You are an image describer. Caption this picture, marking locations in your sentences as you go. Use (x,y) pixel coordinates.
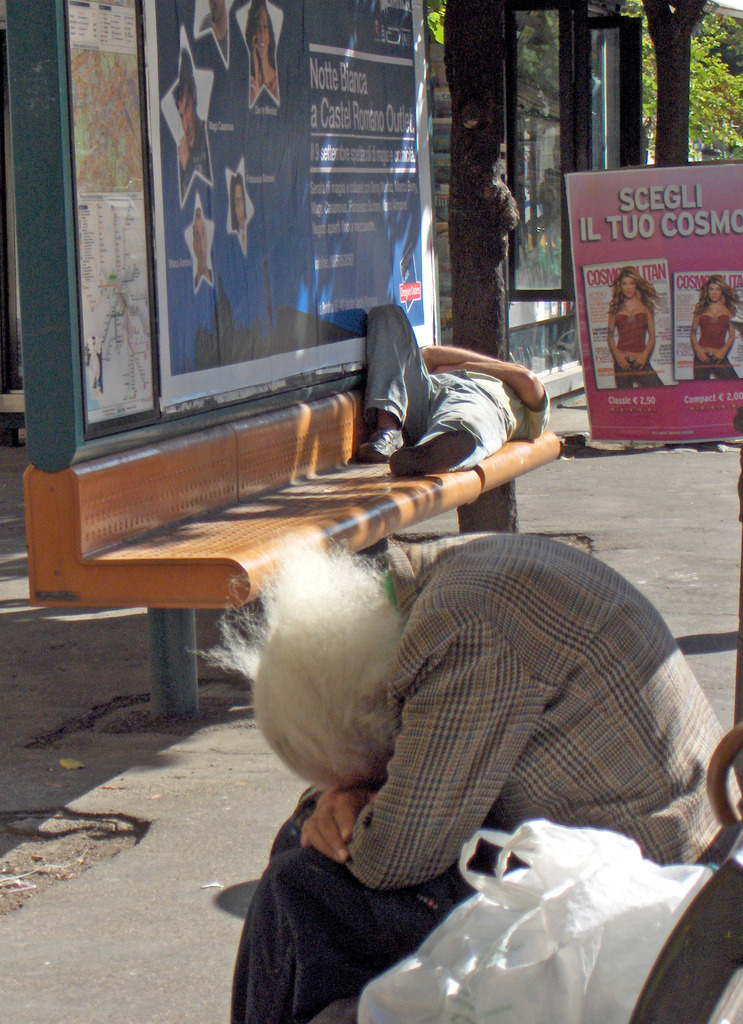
In the center of the image (372,451) we can see a man (377,430) is lying on a bench (338,441). At the bottom of the image (382,912) we can see a person (373,912) is sitting on a bench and also we can see plastic cover (605,948). In the background of the image (686,168) we can see the boards (700,350), trees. In the middle of the image (429,519) we can see the road (731,638).
